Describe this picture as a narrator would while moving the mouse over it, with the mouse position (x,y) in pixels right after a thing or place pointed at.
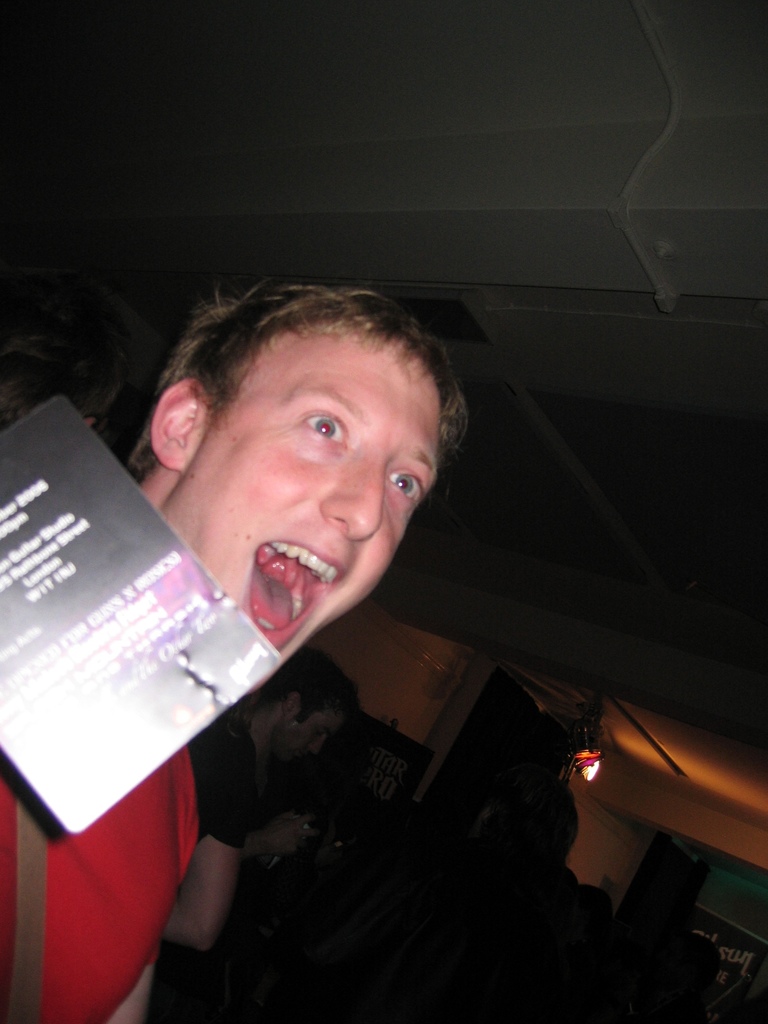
On the left side of the image (220,604) we can see a person (94,845) and poster (51,633). In the background of the image (271,851) there are people (466,903), hoardings (359,747) and walls (442,715).
